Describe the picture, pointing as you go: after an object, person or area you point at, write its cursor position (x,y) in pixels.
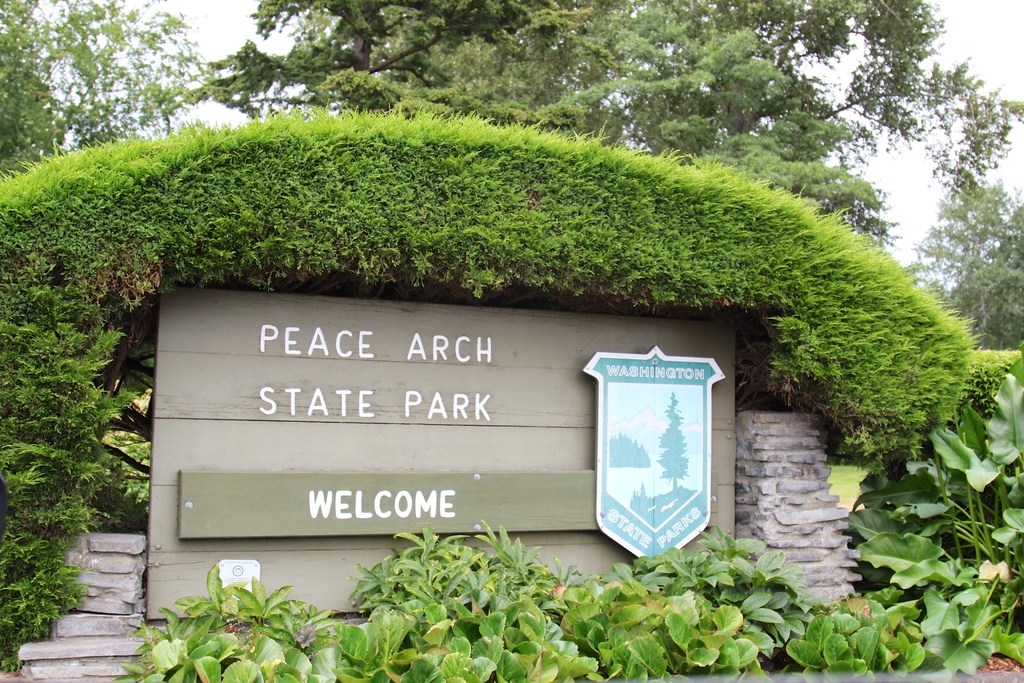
In this image we can see a board (517,503) with text (399,491) and image (651,485) to the wall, on the board (273,499) there is a grass (519,249) with the shape of arch (464,227), there are few plants (935,618) in front of the board (531,499) and there are few trees (515,89) and a sky (934,202) in the background (954,161).
